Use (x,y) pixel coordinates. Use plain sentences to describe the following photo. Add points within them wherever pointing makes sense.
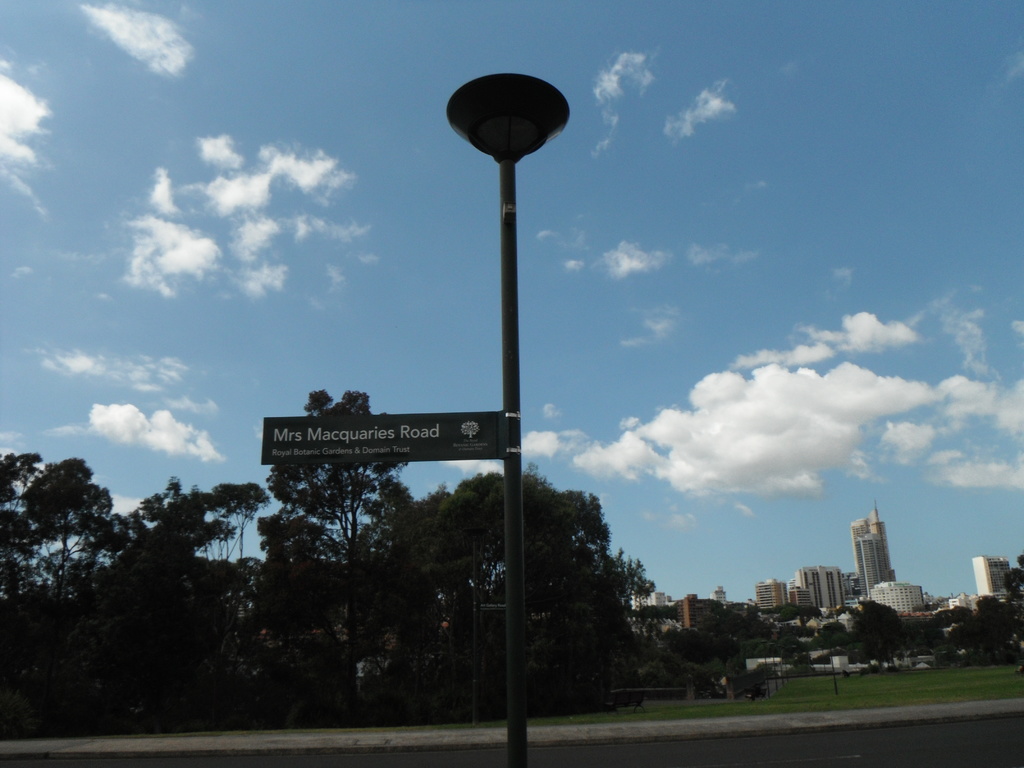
In this image, I can see a name board (466,453) attached to a light pole (515,718). There are trees (779,609) and buildings (767,601). In the background (454,249), I can see the sky (798,463).
